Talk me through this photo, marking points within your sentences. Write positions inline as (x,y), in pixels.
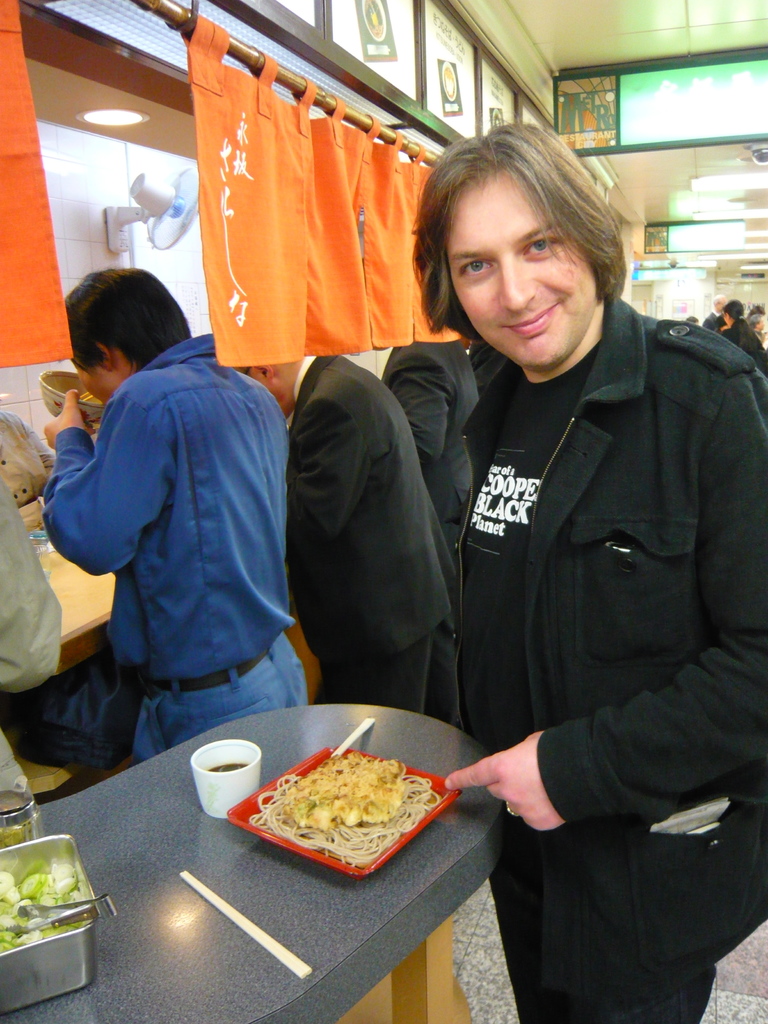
On the right side of the image (579,761), we can see a person (592,697) is standing and smiling. He is watching. Here there is a table (385,993), few eatable things (345,839) on the plate (433,778) and containers (74,978). Here we can see chopsticks (276,958). Background we can see few people (376,485), clothes (398,343), tile wall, table fan (158,211), rod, lights (735,181), banner (34,126) and few objects (755,155).
